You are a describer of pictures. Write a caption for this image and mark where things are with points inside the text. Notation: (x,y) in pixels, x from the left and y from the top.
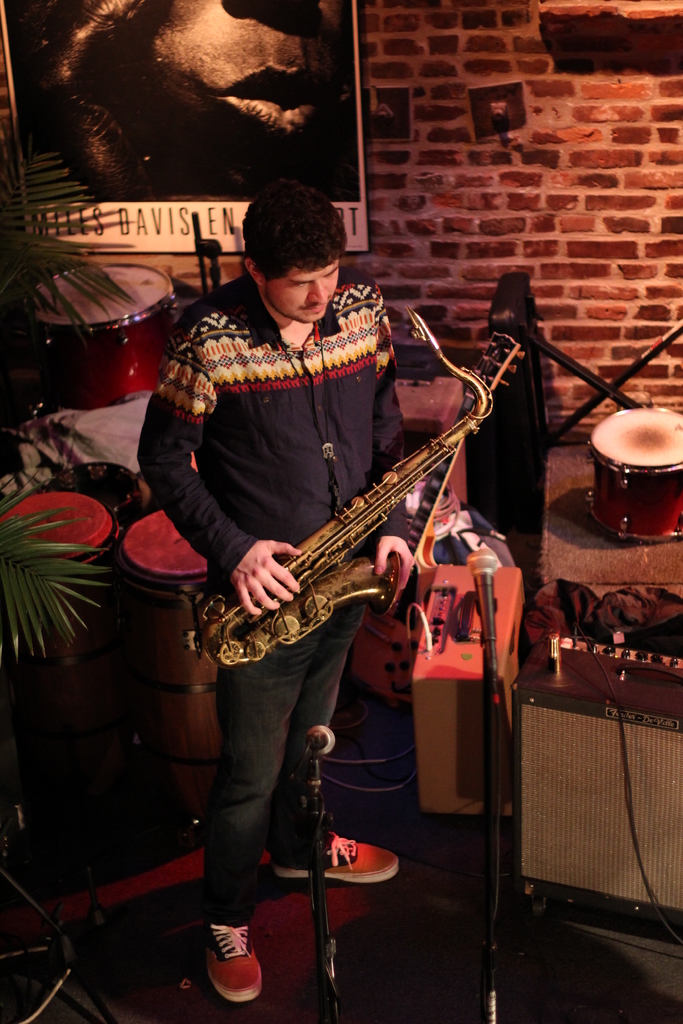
Here we can see a man (273,659) standing on the floor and playing saxophone (336,568), and in front (478,580) there is the microphone (490,593) and stand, and here are the musical drums (77,499), and here is the wall (430,55) and photo frame (273,70) on it.
